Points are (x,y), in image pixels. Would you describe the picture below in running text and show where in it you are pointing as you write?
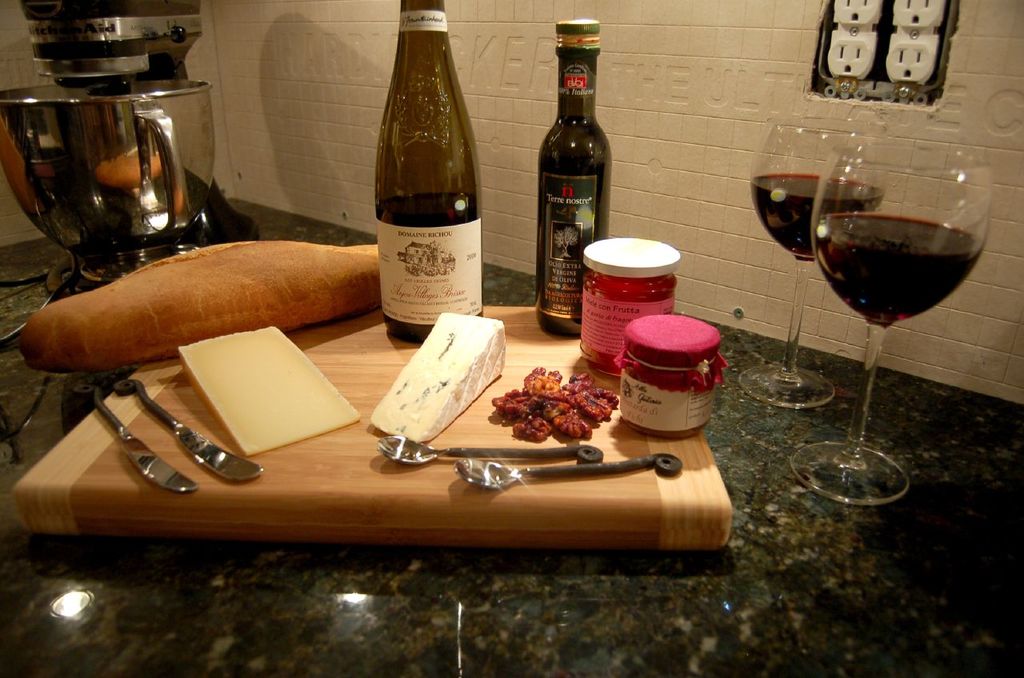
In the image we can see there is table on which there is a tray (490,506) where there are spoons (548,467), knife (178,424), bread (302,283), wine bottle (474,256), oil bottle (587,323), cheese (442,348) and two wine glasses (838,227) which are filled with red wine (866,227) and there is switch board (876,62) on the tile (844,107).
